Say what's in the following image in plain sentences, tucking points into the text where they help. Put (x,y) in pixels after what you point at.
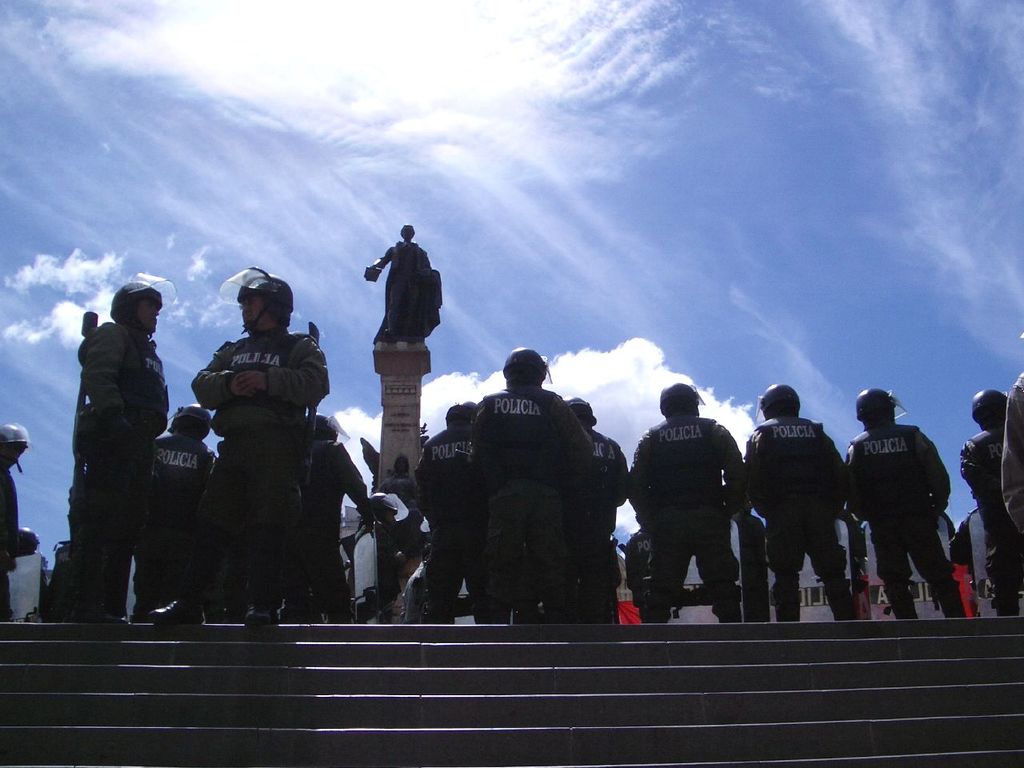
In this image in the front (454,702) there are steps (495,715). In the background (202,452) there are persons (932,480), there is a pillar (408,443) and on the top of the pillar (394,406), there is a statue (400,297), there are objects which are red in colour and the sky (493,303) is cloudy and there is a wall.
